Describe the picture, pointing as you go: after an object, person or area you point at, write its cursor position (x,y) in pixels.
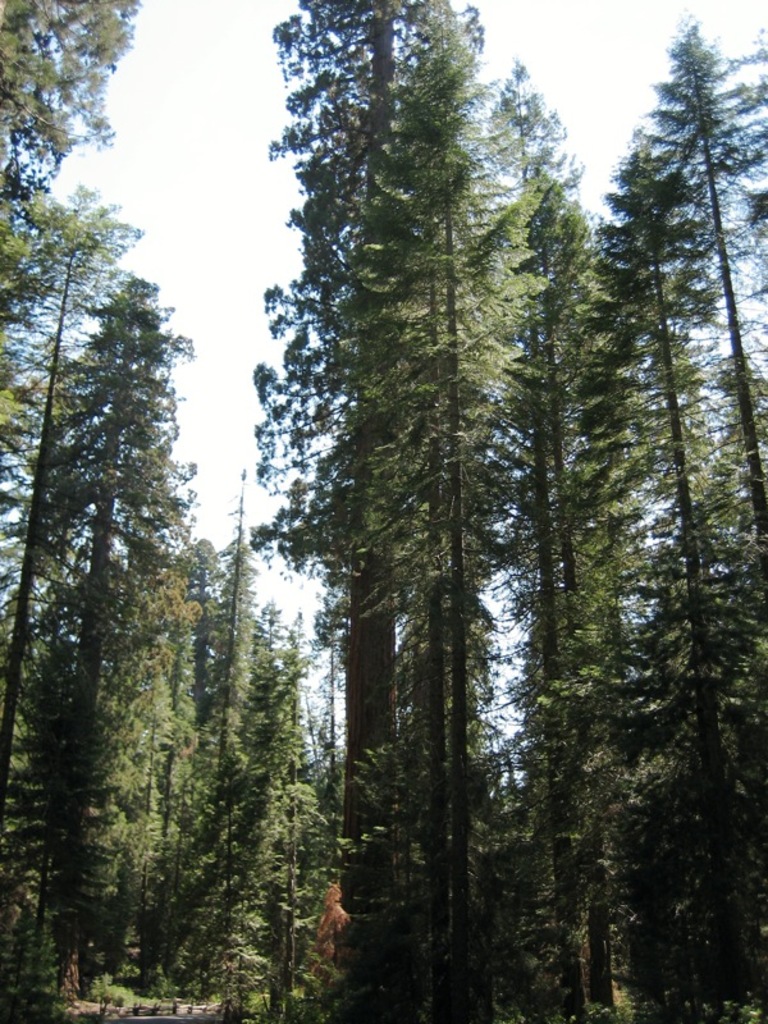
In the image we can see some trees (440,95). Behind the trees (426,95) there is sky (291,118).
